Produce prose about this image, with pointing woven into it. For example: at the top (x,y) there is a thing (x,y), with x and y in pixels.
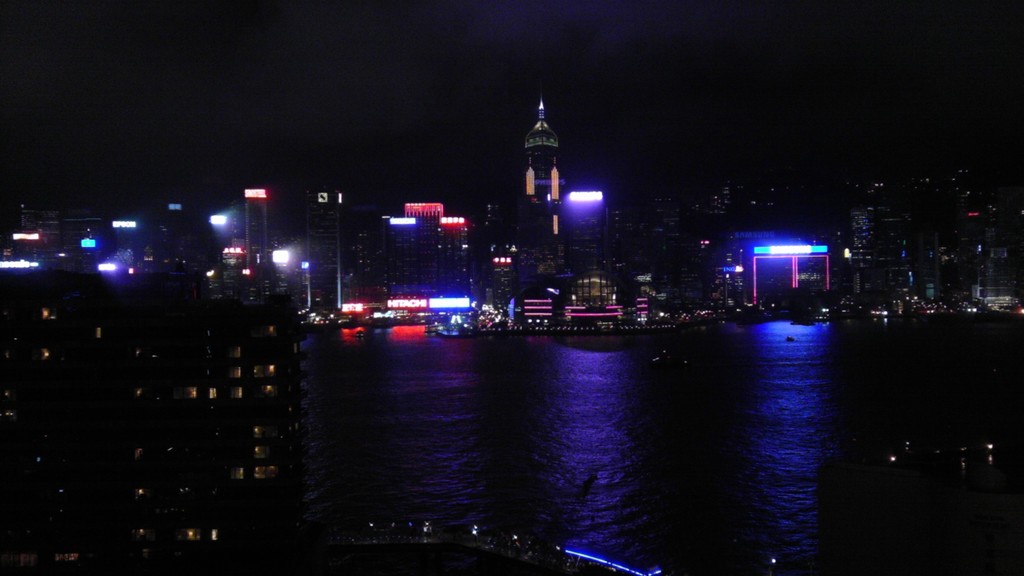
This is a night view of a city (164,348). In this image we can see there is a river (540,418). In the background (492,226) there are buildings (738,235).
